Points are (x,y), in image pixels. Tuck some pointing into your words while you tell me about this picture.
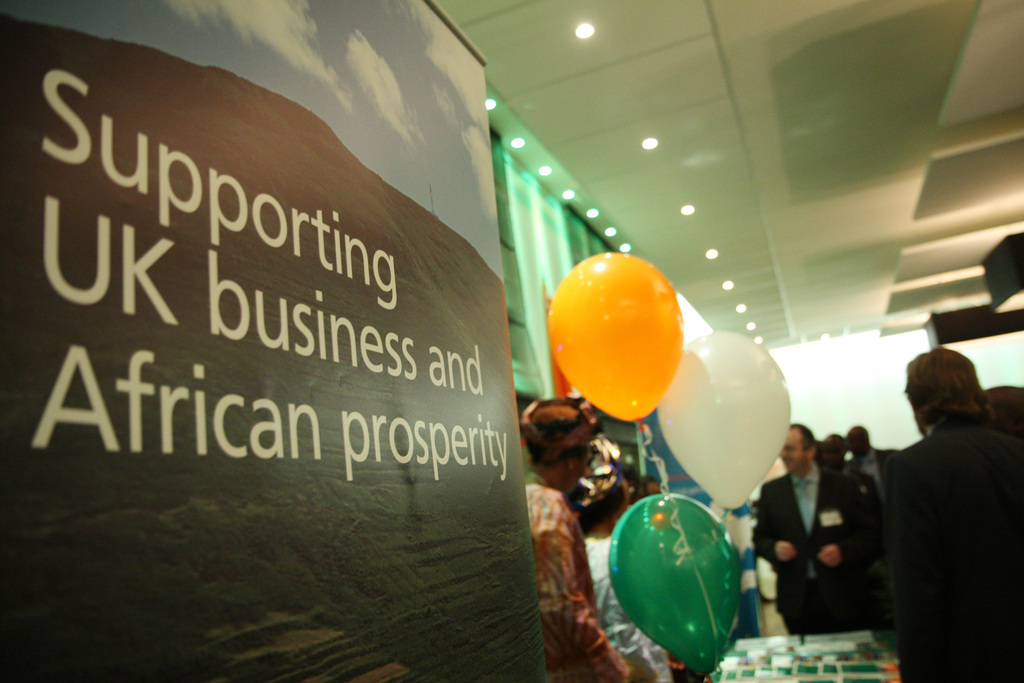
In the foreground of the picture (644,422) there are balloons (650,533) and banner (6,651). In the center of the picture (598,435) there are people (880,527) and other objects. At the top (728,153) there are lights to the ceiling (641,224).
